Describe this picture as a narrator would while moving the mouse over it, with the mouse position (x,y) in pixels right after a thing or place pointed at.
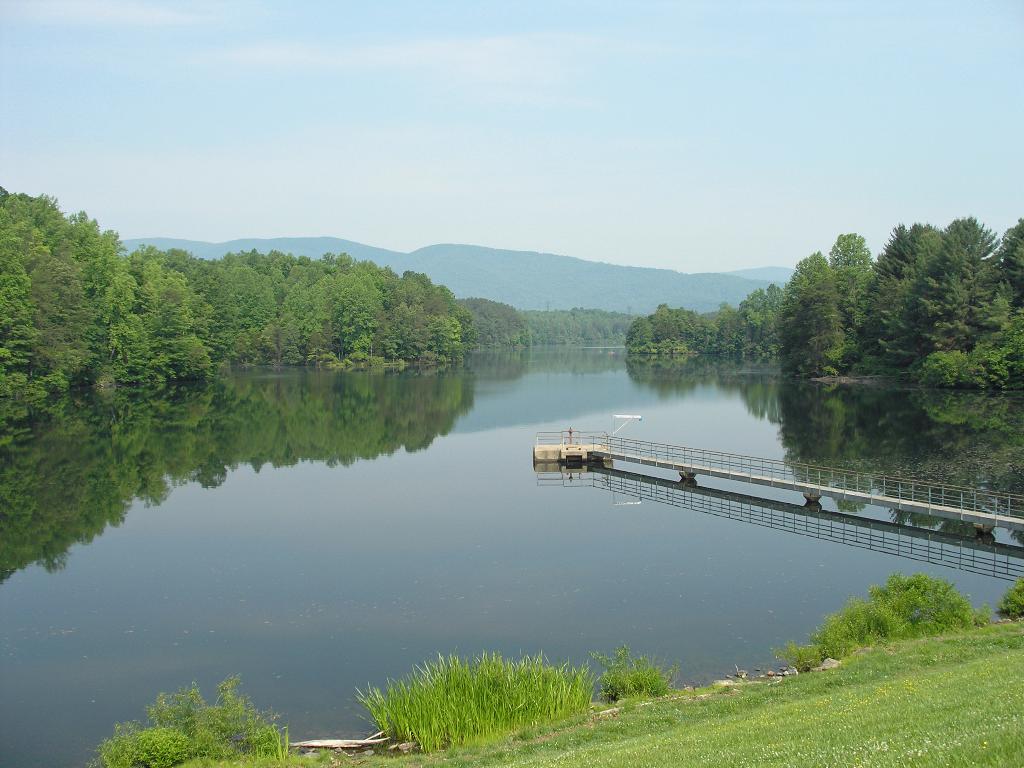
In this image we can see sky (577,104) with clouds (527,106), trees (185,299), hills (604,283), a small bridge (708,461), lake (596,490), shrubs (446,710), bushes (929,600) and ground (903,672).
